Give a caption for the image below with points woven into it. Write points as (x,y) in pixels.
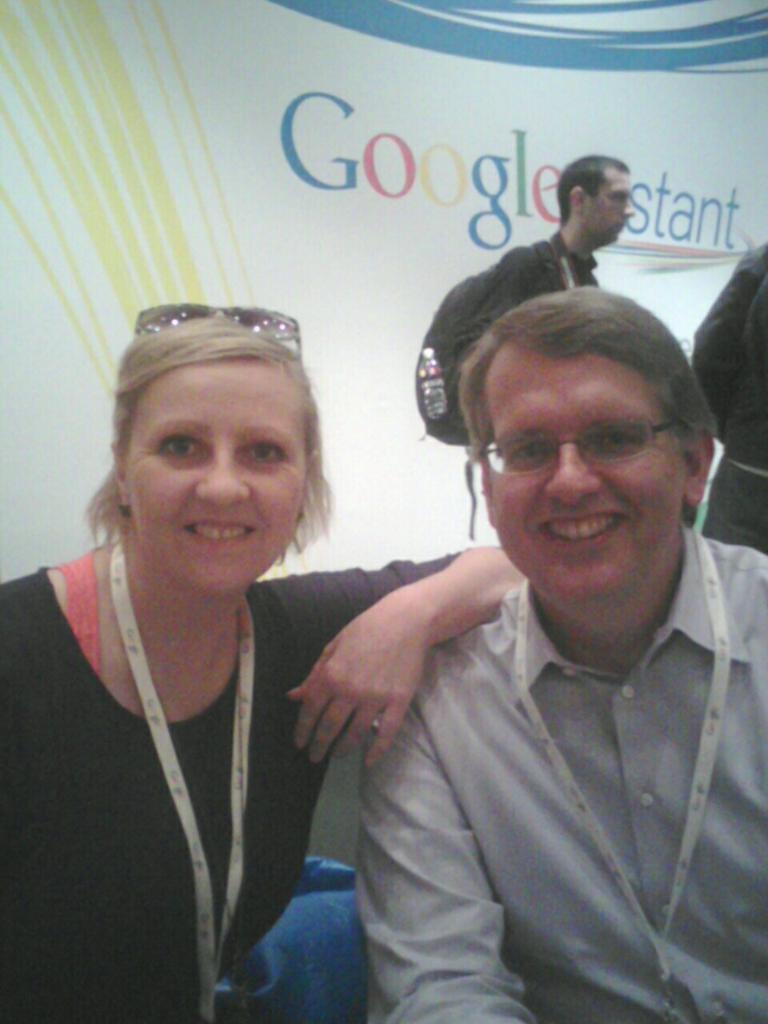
In this image there are two people (391,922) sitting, in the background (684,295) there are two people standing and there is banner (557,40), on that banner (448,139) there is text (480,167).
